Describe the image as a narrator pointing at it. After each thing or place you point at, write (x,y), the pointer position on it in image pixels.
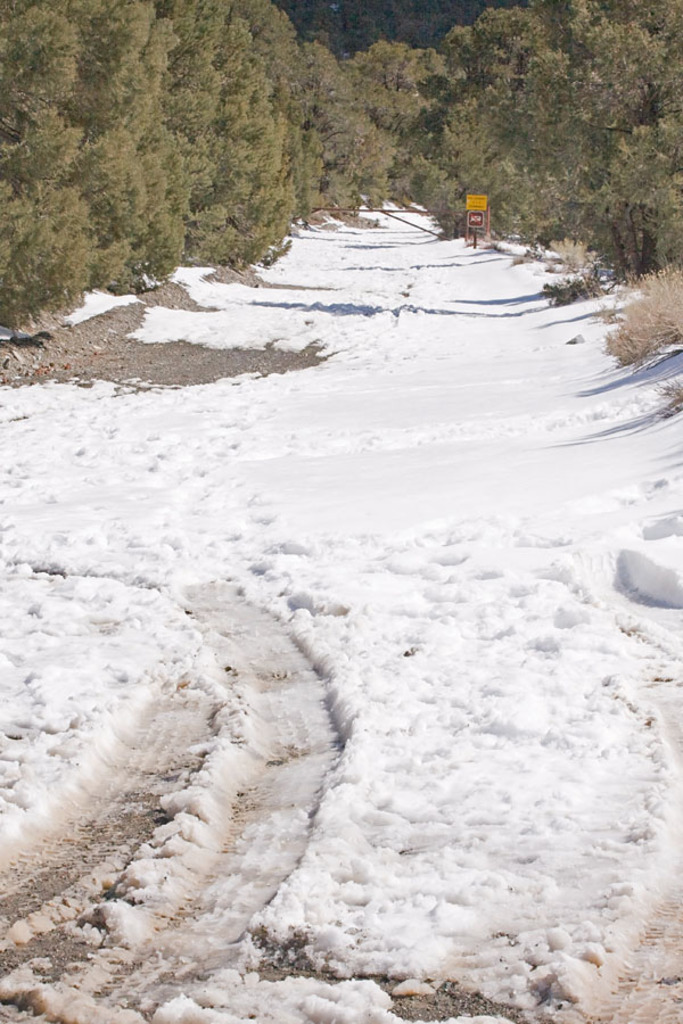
In this image I can see snow (397,302). There is a board (477,212) at the back (475,230). There are trees (377,191).
